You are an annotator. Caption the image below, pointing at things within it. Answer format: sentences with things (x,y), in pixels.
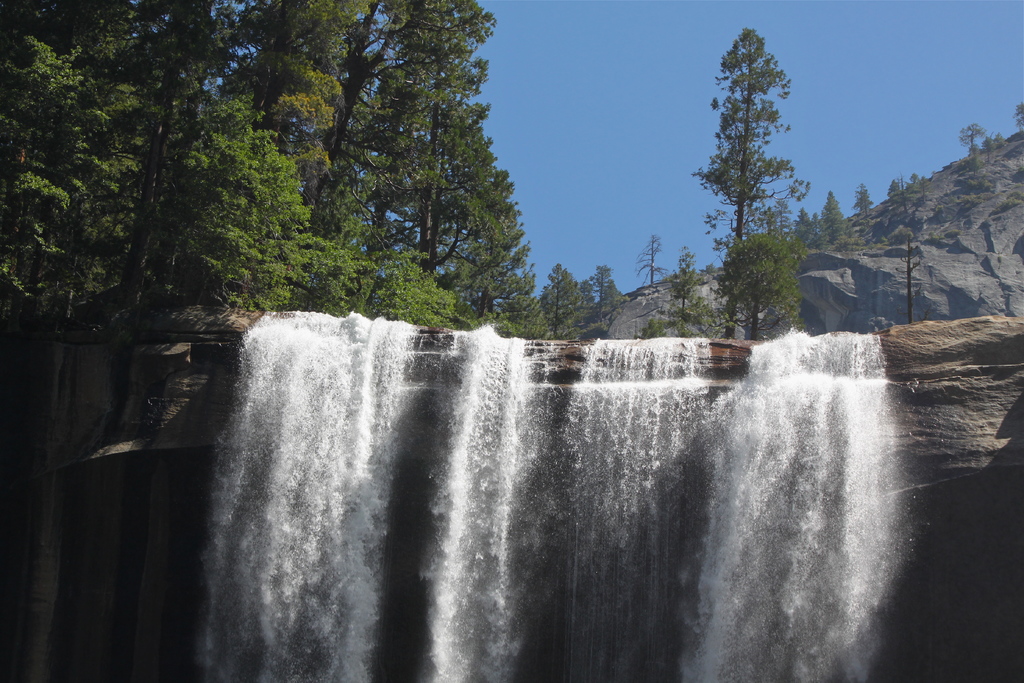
In this image we can see waterfall (556,523). In the background (253,182) we can see trees (253,182), pole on the right side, mountain (967,171) and the sky (915,129).
